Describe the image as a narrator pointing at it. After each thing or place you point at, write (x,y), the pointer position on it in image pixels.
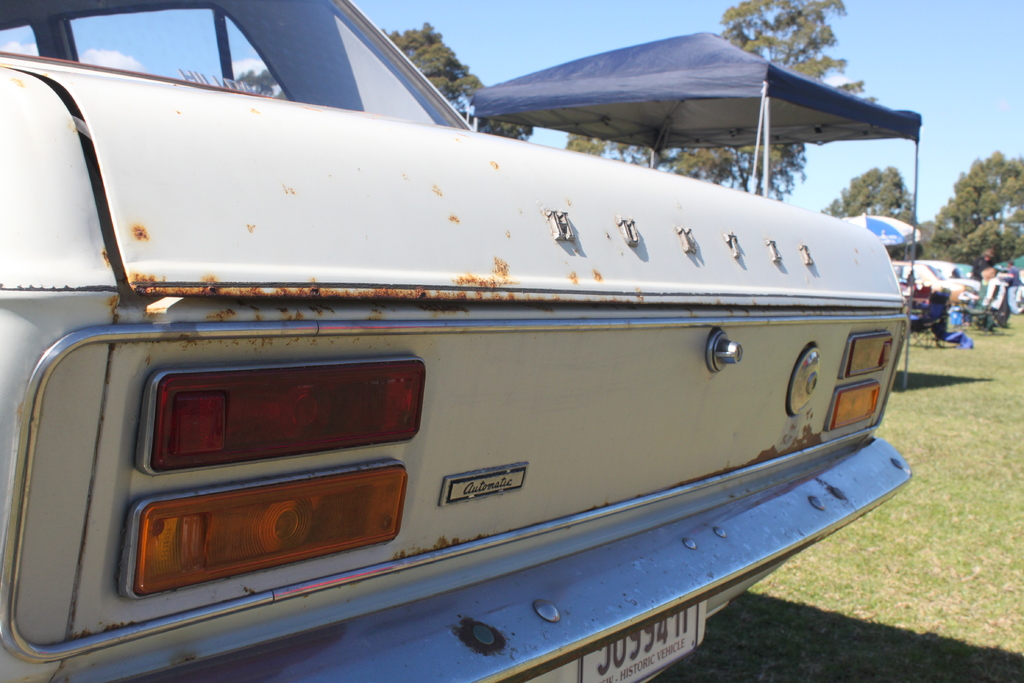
In this image we can see a car (467,404) on the ground (936,481). We can also see some grass (948,485), a tent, some chairs (936,336), poles (904,364), some people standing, an outdoor umbrella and some objects (958,334) on the ground (920,426). On the backside (723,177) we can see a group of trees (719,162) and the sky (534,51) which looks cloudy.
